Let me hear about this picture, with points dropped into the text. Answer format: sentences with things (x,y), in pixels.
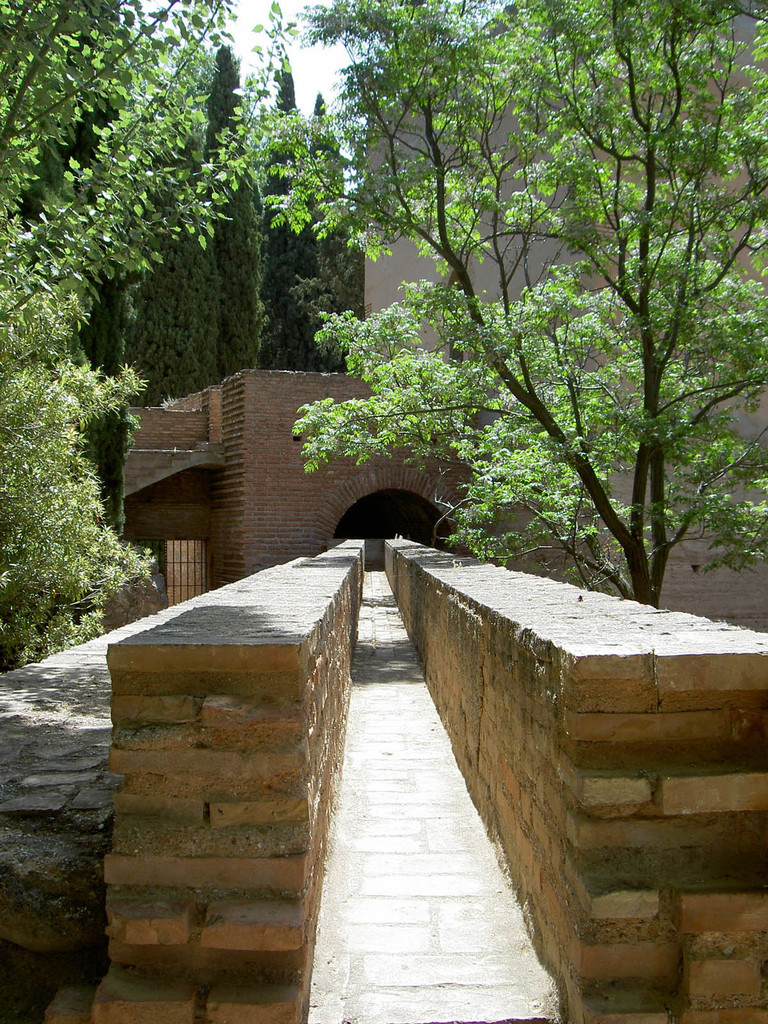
In this image I can see trees (533,511) in green color, buildings (286,456) in brown and cream color and the sky (312,58) is in white color.
